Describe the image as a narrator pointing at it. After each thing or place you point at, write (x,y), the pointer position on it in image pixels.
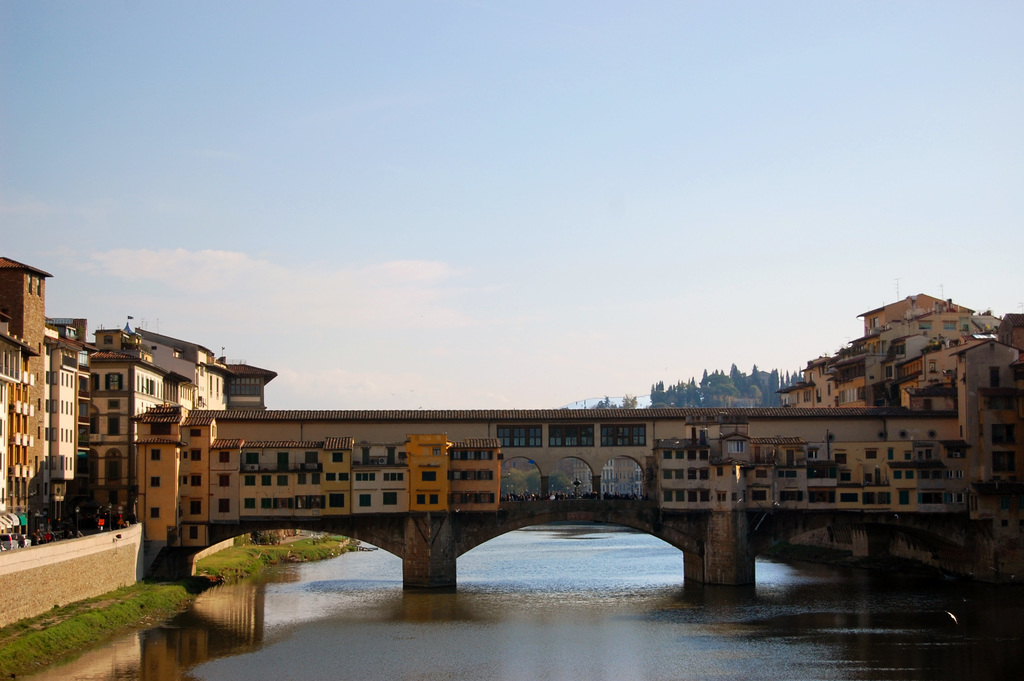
In this image in the center (656,422) there is a bridge (743,514) and in the background (787,400) there are some buildings (90,381), trees (739,400). At the bottom (540,656) there is a lake (566,645) and also we can see some grass (25,642), wall (142,556) and some objects (98,517). At the top (381,186) there is sky (420,232).
